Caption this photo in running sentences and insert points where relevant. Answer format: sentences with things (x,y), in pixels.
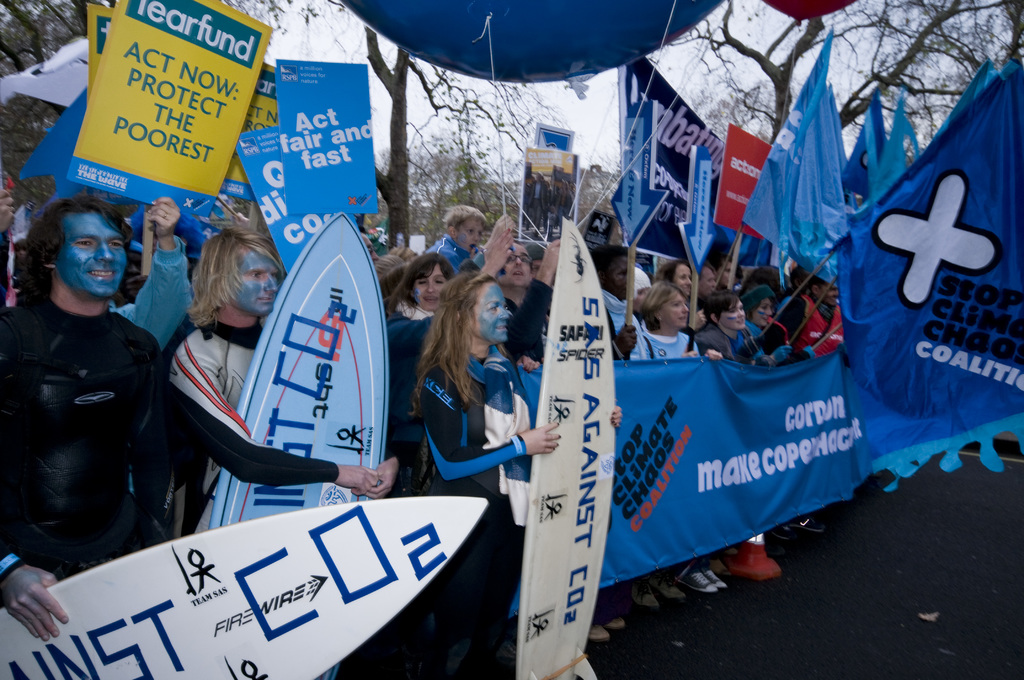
In this image I can see number of persons (82,277) are standing and holding surfboards (189,637) and banners (696,397) in their hands (760,365). I can see banners (763,395) which are blue in color, few flags (888,220) which are blue in color and few other boards (280,174). In the background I can see few trees (871,48) and the sky (555,96).
